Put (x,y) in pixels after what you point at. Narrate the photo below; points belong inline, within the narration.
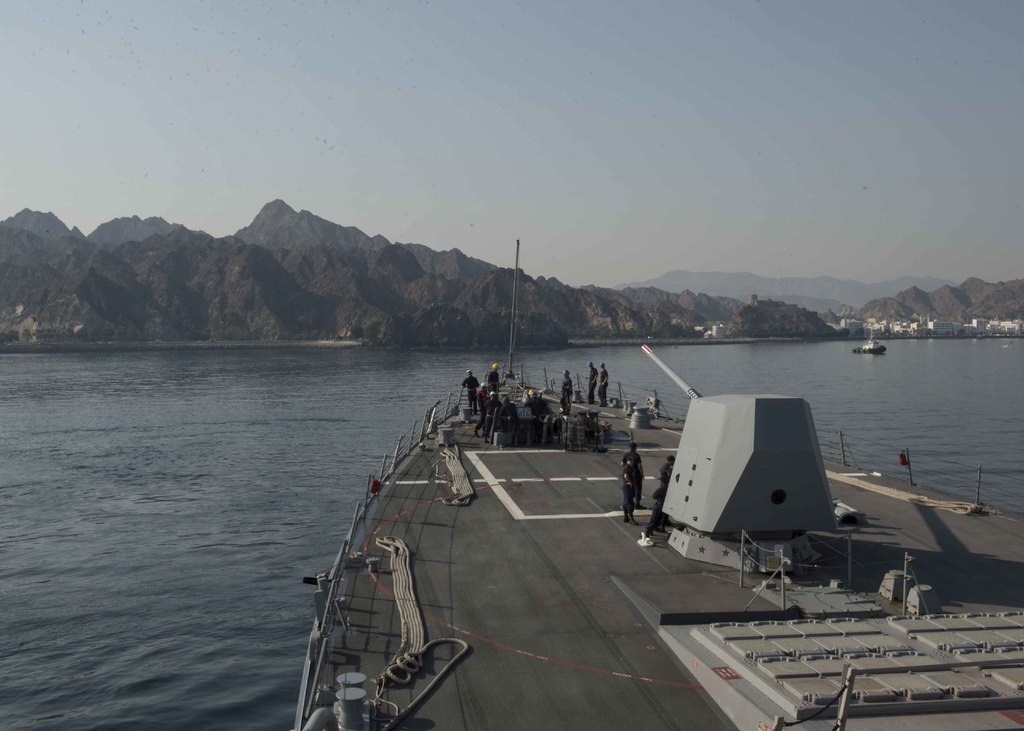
In this picture, there is a ship (667,528) on the sea (280,632). On the ship (584,556), there are people (594,374), ropes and some metal structures (717,522). In the background (469,295) there are hills (838,308), buildings (973,322) and a sky (522,136).
